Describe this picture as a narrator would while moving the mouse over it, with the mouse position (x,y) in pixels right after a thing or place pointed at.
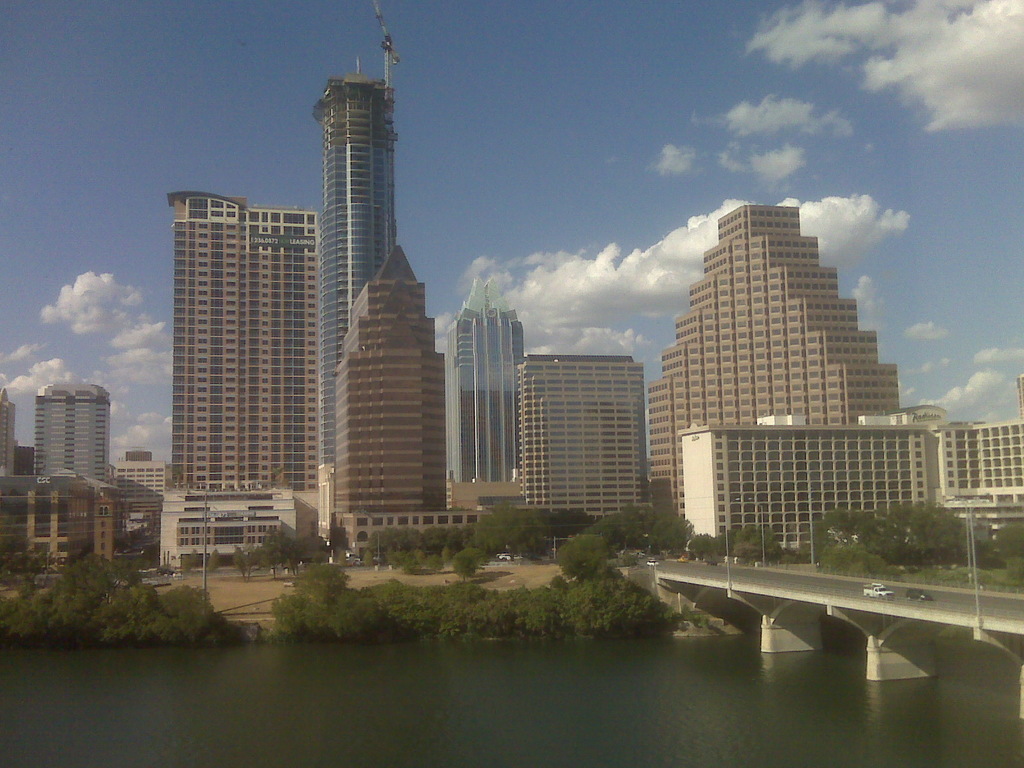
In this image we can see a group of buildings (613,464), a signboard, some poles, a group of trees (297,574), some vehicles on a bridge (731,580), a water body (696,685) and the sky (312,88) which looks cloudy.
